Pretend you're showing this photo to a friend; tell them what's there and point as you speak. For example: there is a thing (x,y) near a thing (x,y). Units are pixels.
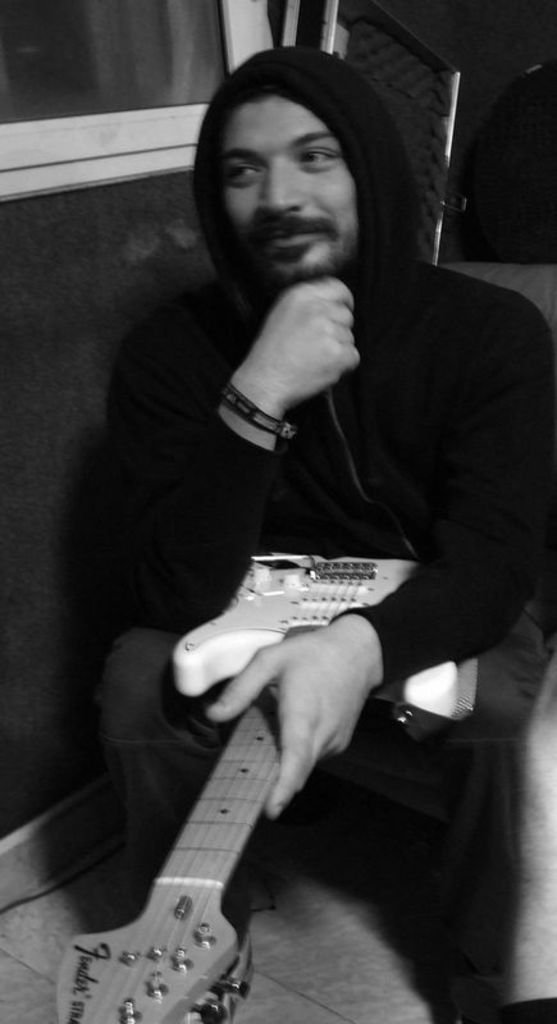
He is sitting like a squat position. He's holding a guitar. He's wearing a hood (218,212).
